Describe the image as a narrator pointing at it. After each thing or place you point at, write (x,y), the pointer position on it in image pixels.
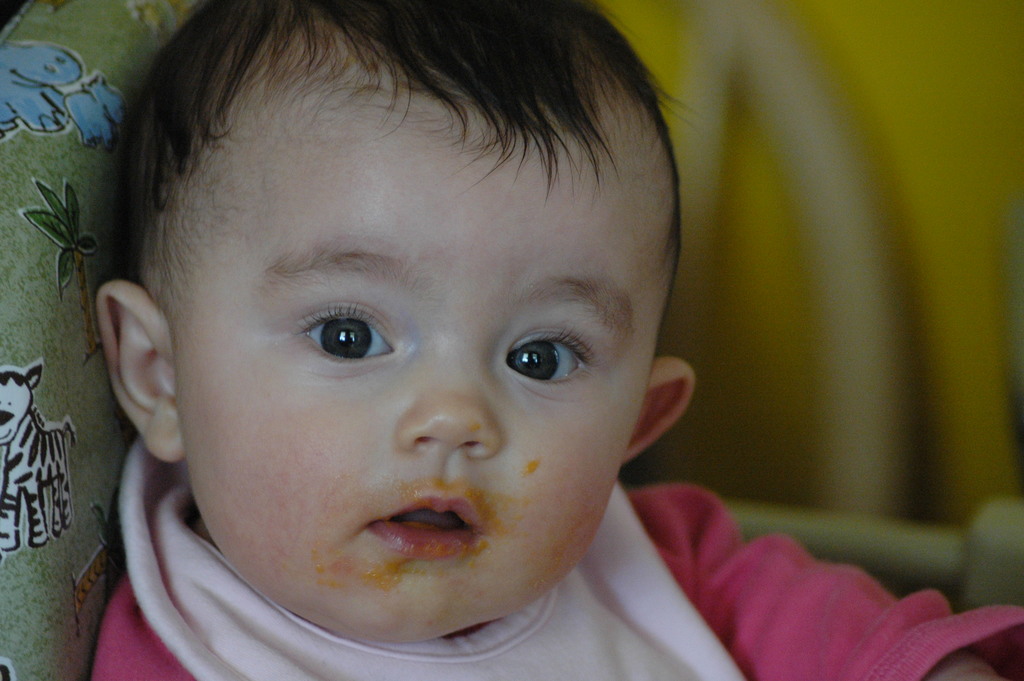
In this picture I can see there is a boy (639,650) sitting in a seat (820,542) and he is wearing a pink shirt (703,570) and there is a green pillow (62,362) at left (47,420) and there is a yellow on top right (936,155).
